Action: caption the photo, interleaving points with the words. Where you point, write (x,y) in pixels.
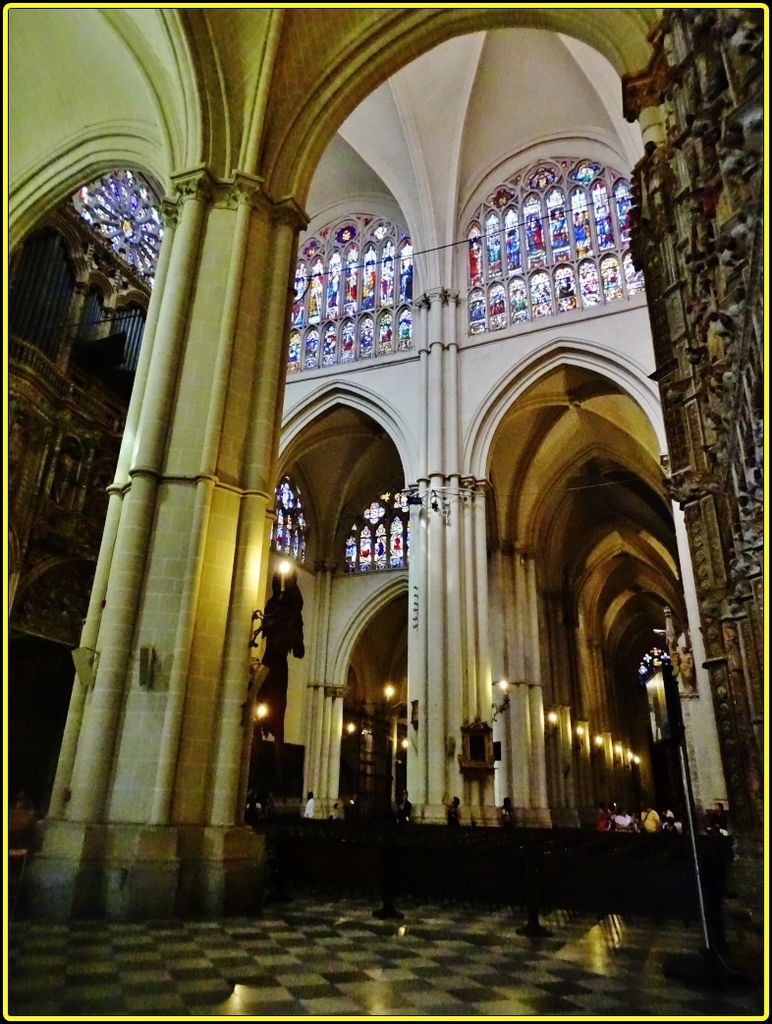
This image is taken from inside, in this image there are few people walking on the floor (97,972), there is a pillar (114,676) and arch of a building (429,544), above the arch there is a stained glass window (373,287) in which there are paintings (349,334) on it. At the top of the image (432,78) there is a ceiling (449,62) and on the right side of the image (711,267) there is a carved stone structure (691,410).
